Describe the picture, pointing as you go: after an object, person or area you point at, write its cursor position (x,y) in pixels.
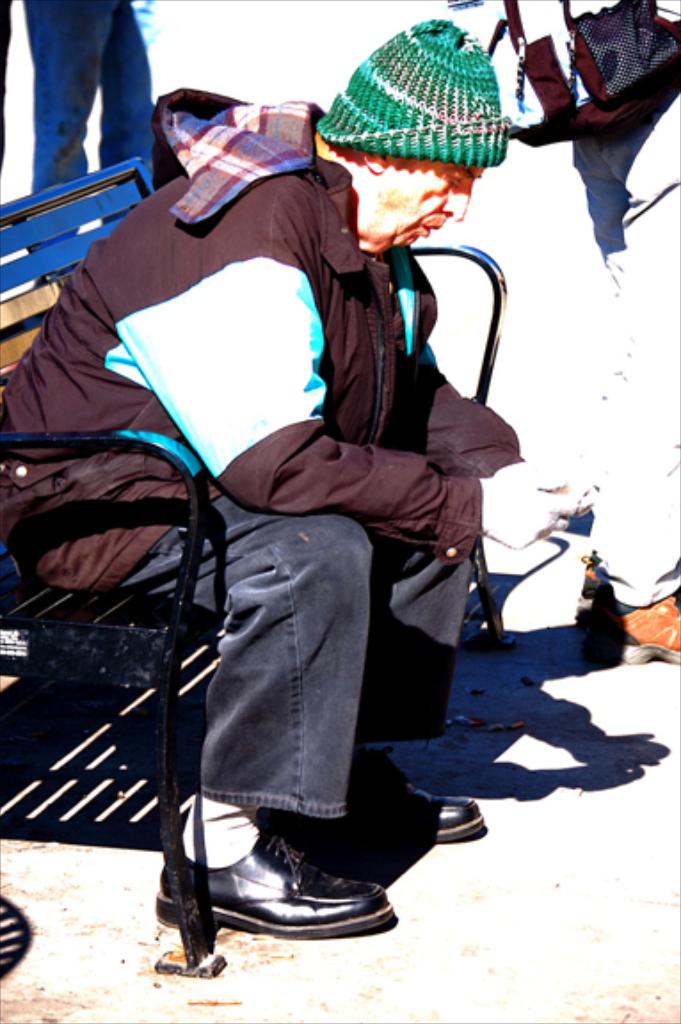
In this image, we can see an old person (269,597) is sitting on a bench (100,618) and wearing a cap (391,147). At the bottom (666,825), we can see a platform (532,978). Here we can see few human legs (659,329) and bag (624,28).
